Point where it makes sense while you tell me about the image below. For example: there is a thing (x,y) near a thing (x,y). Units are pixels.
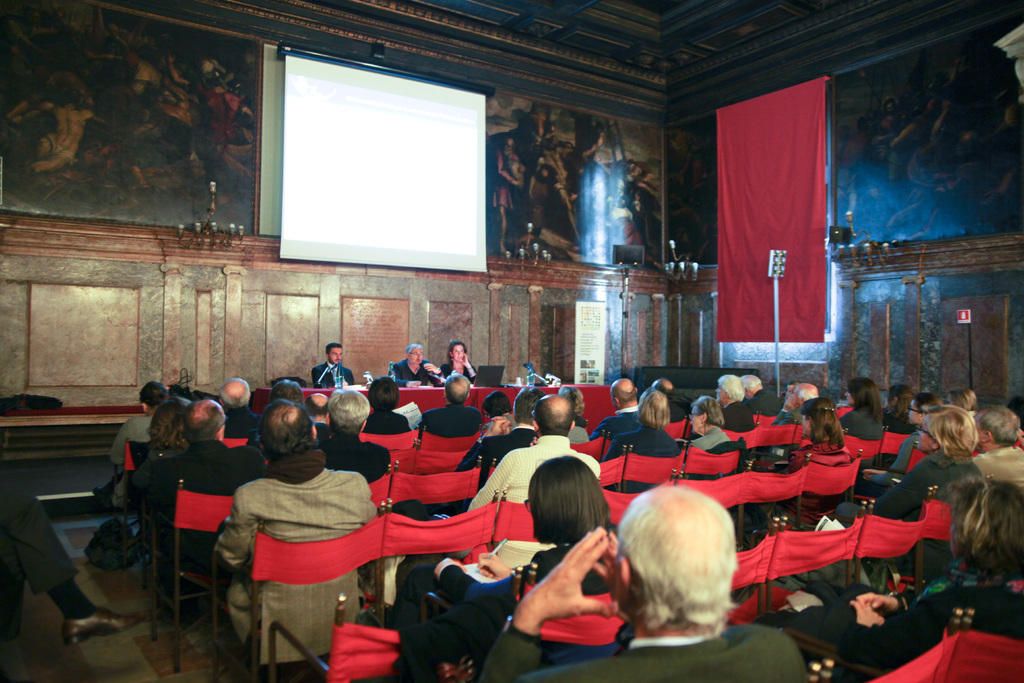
Here we can see group of people (872,415) are sitting on the chairs (616,496). This is a table (431,403). On the table (410,388) there is a cloth (424,391), bottle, and a laptop (492,384). This is floor (158,664). In the background (195,240) we can see wall (644,334), cloth (770,238), poles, and screen (385,175).
